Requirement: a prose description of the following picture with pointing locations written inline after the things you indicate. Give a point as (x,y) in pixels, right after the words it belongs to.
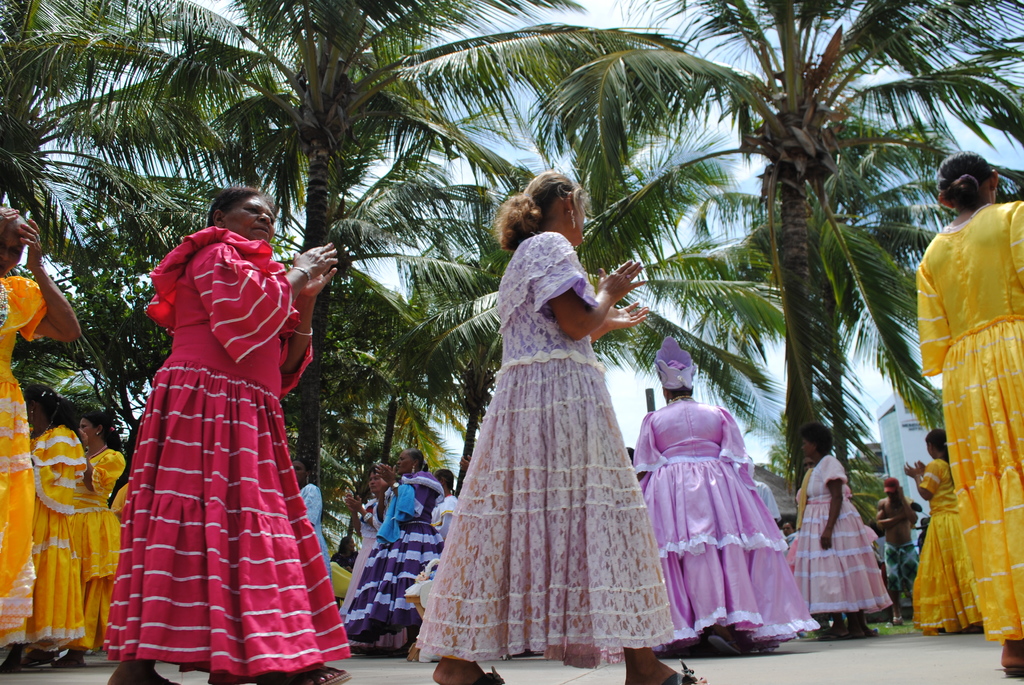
Here we can see people (975,516). In the background (749,391) there are trees (854,465), building (921,460), and sky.
